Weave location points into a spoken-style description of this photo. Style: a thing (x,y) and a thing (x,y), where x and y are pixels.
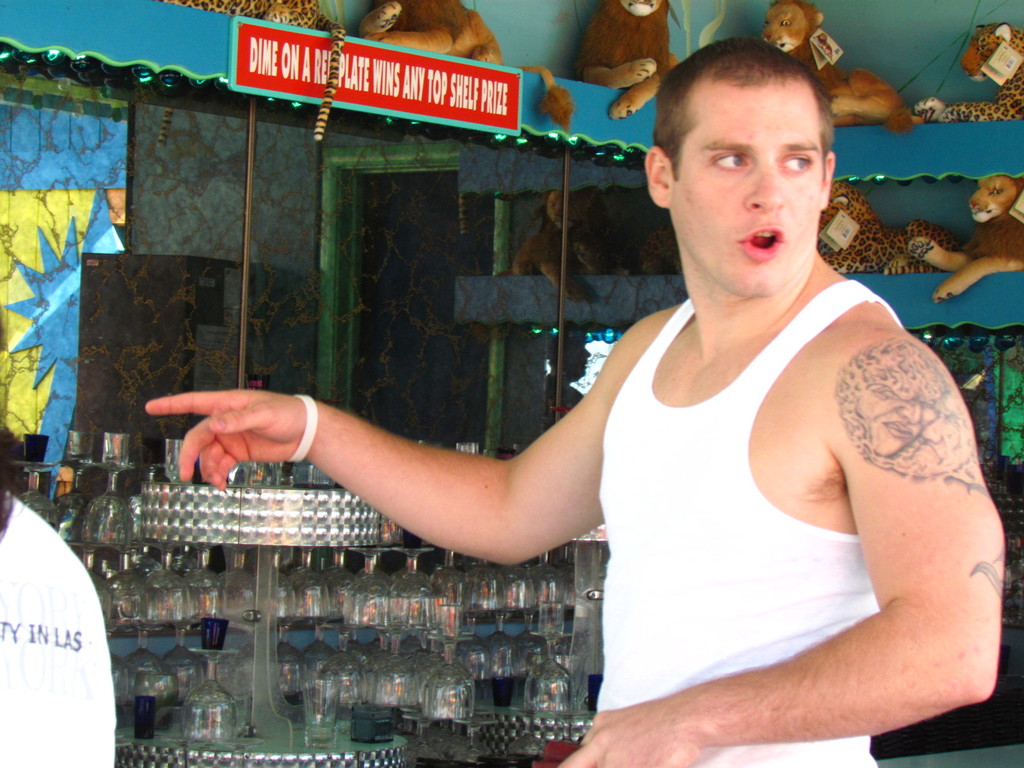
In the foreground of this image (779,568), there is a man (770,535) on the right (777,450). Behind him, there are few toys (923,237) in the shelf (213,47), a glass wall (86,302) and few glasses (377,609) on the stands (305,618) and there is some text (53,598) on the white color object (54,563) on the left (41,543).
